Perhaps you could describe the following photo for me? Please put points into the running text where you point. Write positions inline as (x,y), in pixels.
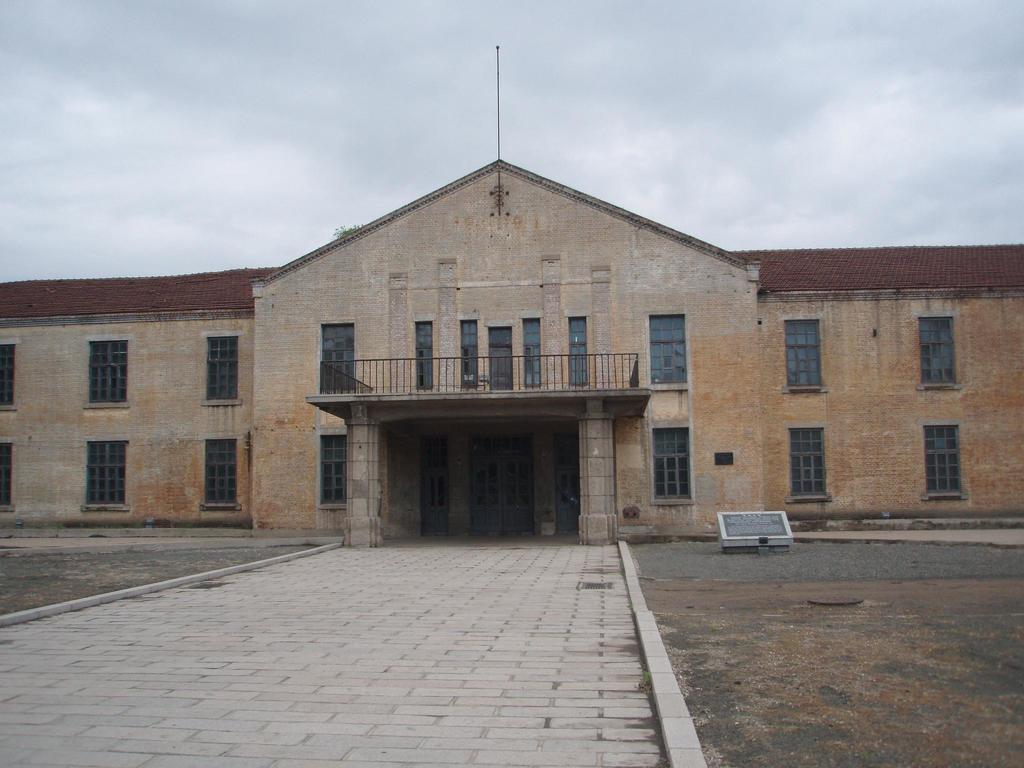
In this image I can see a path (454,638), a building (607,521), number of windows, clouds (474,140) and the sky (658,98).
